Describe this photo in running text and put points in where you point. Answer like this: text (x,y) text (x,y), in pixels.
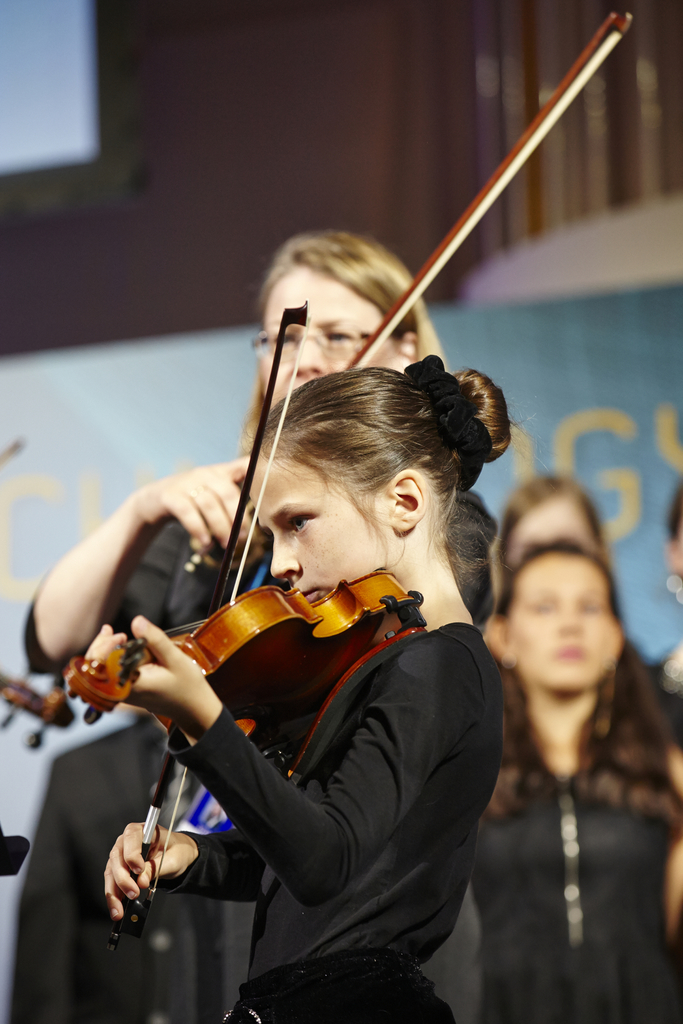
In this image there is a small girl (363,708) who is playing the violin (280,641) and at the back side (679,766) there are people (547,834) who are watching the girl (375,669) who is playing the violin (270,657). There is a woman (166,591) who is beside the girl (295,414) is also playing the violin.
